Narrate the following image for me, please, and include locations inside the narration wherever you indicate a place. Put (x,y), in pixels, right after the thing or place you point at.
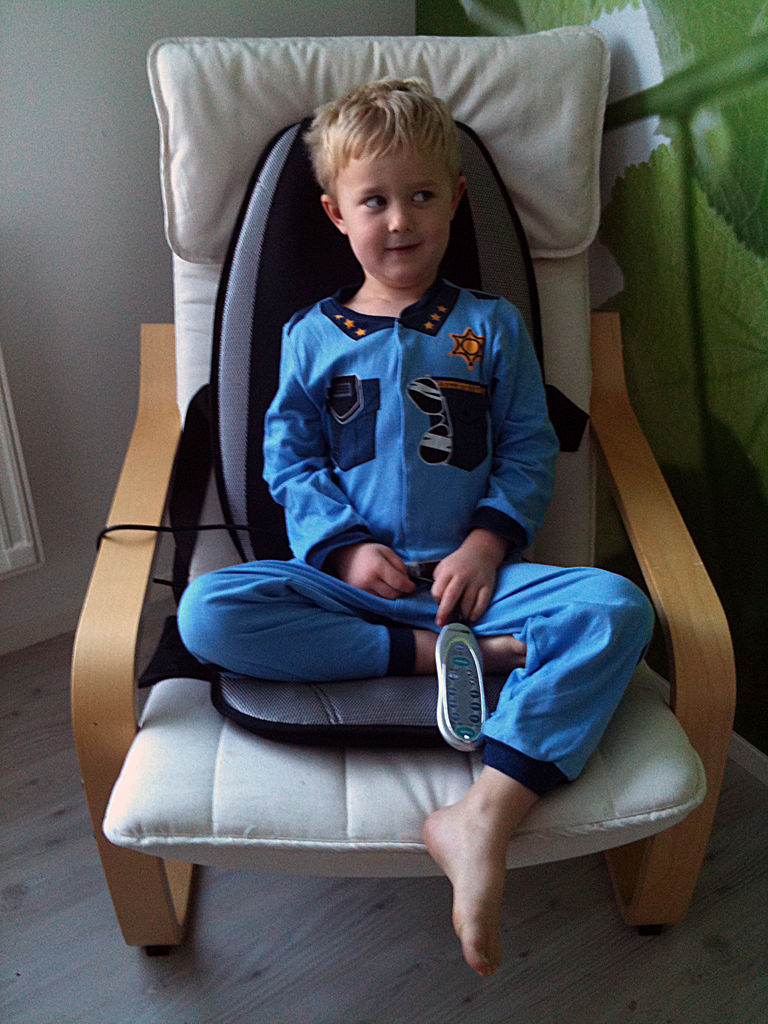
In this image there is a chair (704,669) on which a kid (407,582) is sitting. He is wearing blue color dress (446,551).
